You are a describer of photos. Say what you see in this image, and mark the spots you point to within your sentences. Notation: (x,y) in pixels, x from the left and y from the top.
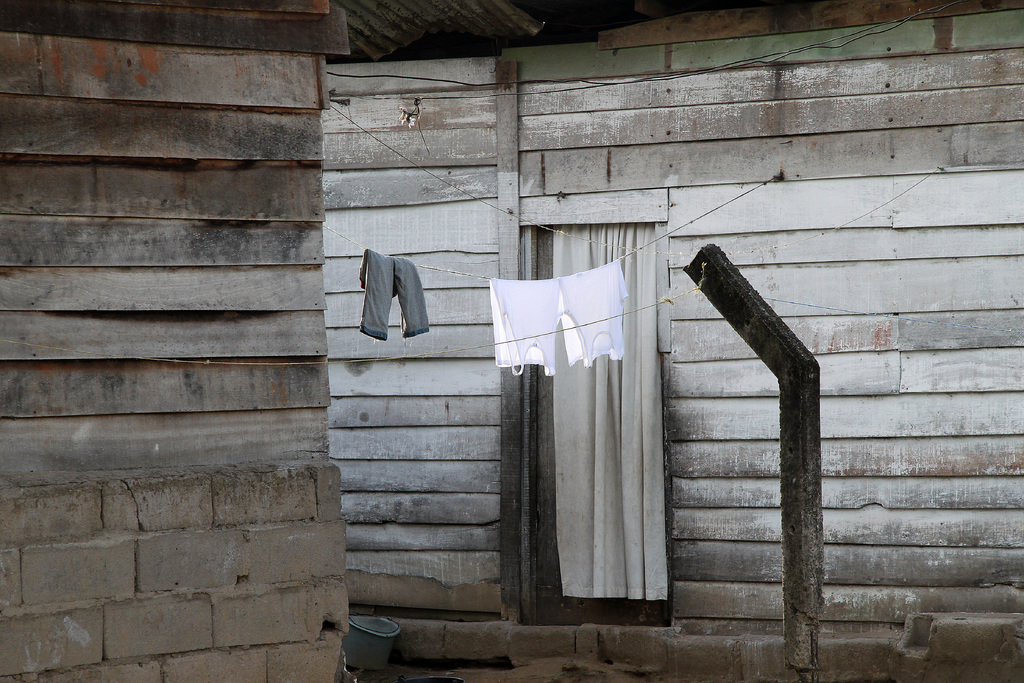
This is a shed (216,335) and here we can see some clothes (511,290) hanging on a rope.
